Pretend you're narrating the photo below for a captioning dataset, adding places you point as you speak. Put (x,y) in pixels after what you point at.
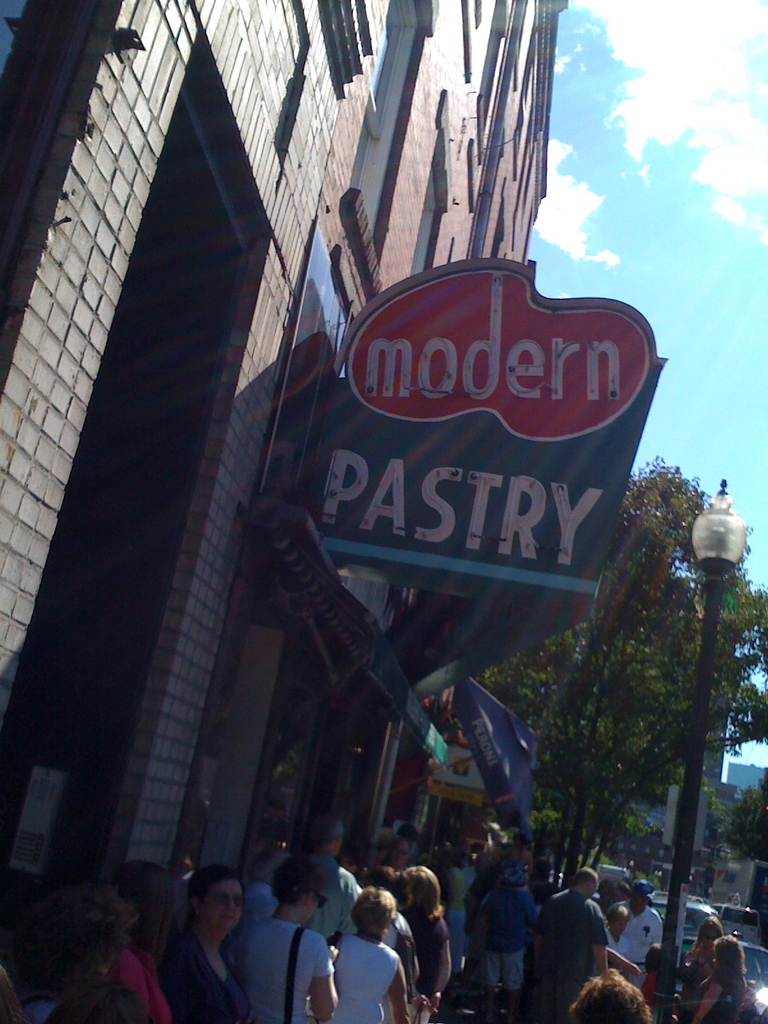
This picture might be taken outside of the building (287,746) and it is very sunny. In this image, on the left side (218,313), we can see a building (252,714), windows (284,759) and hoardings (491,437). In the middle of the image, we can see group of people (259,955) standing. On the right side (701,747), we can see a street light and some cars (765,982). In the background (610,742), we can see some trees (620,699), buildings (758,770). On the top (673,155) there is a sky (728,319).
